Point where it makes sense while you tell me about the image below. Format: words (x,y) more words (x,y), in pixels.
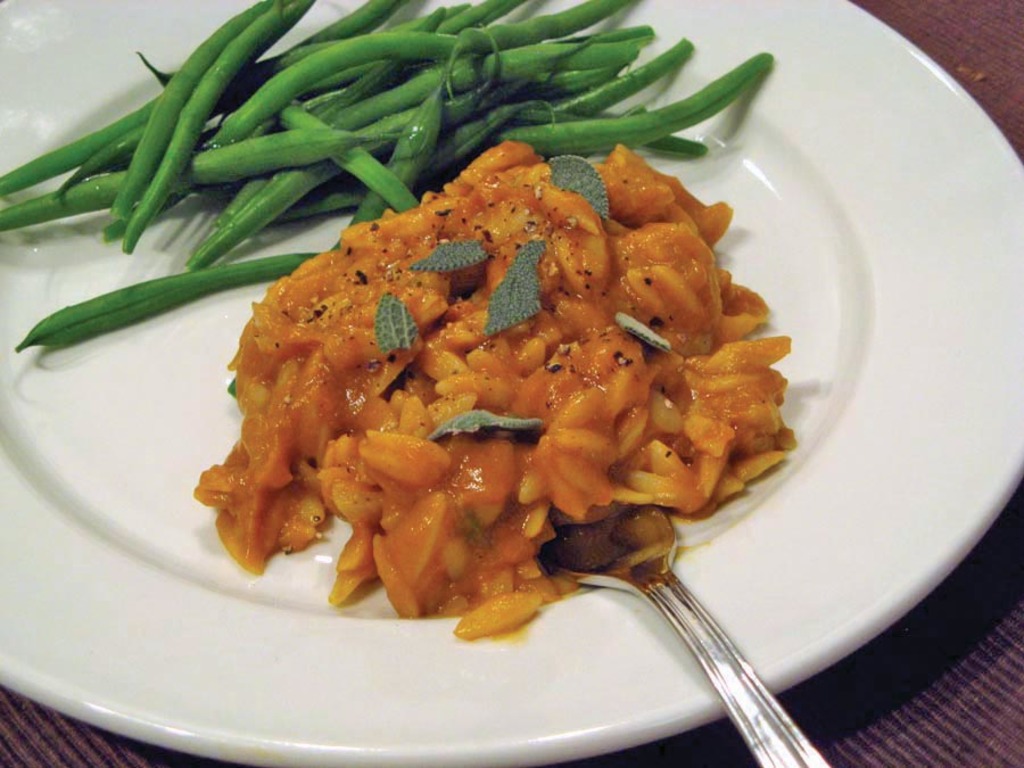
In this image we can see a white plate (864,182) on the surface (989,42). In this white plate (228,0) we can see a food (556,382) and spoon (670,537).
